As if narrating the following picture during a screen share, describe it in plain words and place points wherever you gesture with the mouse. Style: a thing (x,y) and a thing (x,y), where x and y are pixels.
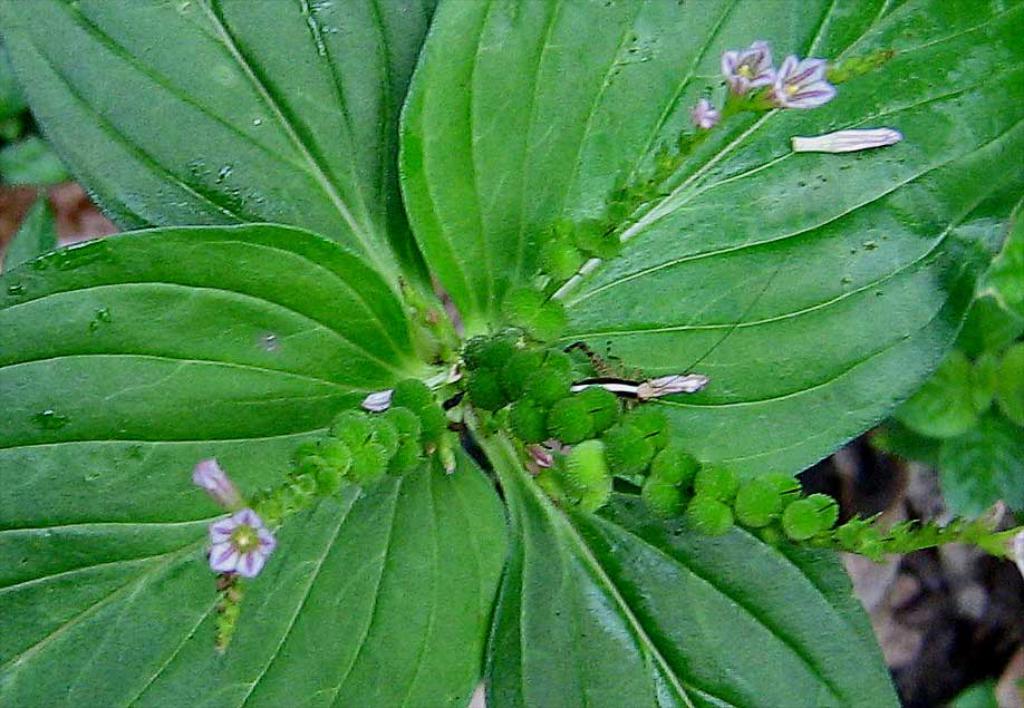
In this picture there are purple colour flowers (249,524) and fruits (581,435) on the plant (765,326). At the back (645,360) there are leaves (868,340).
